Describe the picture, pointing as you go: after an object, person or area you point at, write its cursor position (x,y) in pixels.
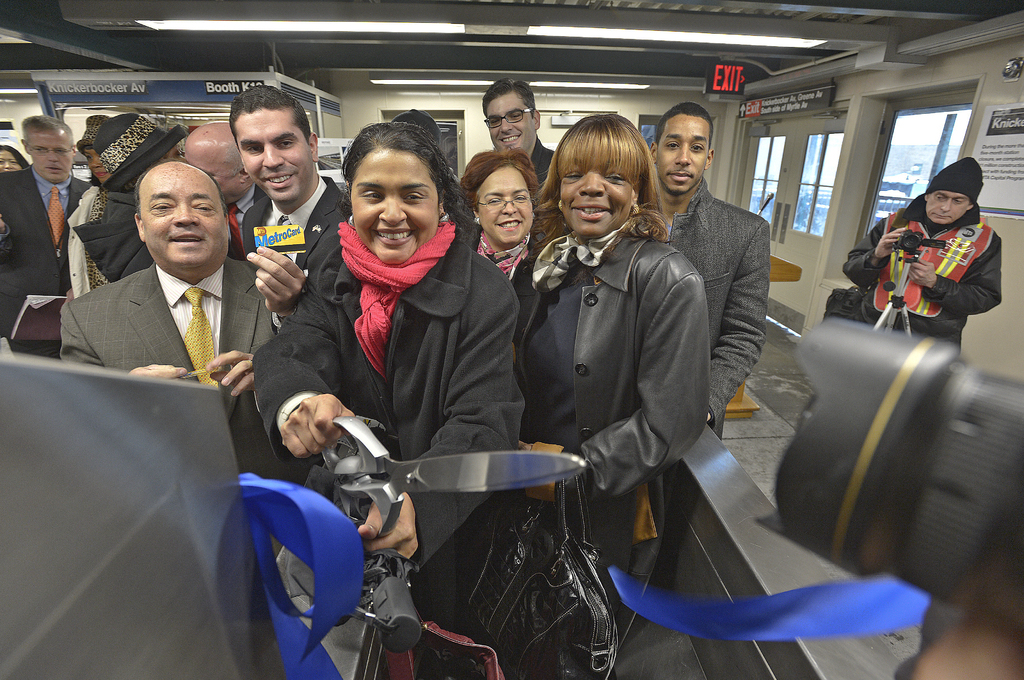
In this image, we can see persons (259,183) wearing clothes (361,358). There is a person (484,269) in the middle of the image (469,325) holding a scissor (427,462) with her hands (309,426). There is a ribbon (756,610) at the bottom of the image (785,612). There is an another person (949,250) on the right side of the image (944,265) holding a camera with his hand (929,278). There is a camera lens (929,468) in the bottom right of the image (951,510). There are windows (902,137) in the top right of the image (914,128). There are lights (590,84) on the ceiling (469,62) which is at the top of the image (510,28).
